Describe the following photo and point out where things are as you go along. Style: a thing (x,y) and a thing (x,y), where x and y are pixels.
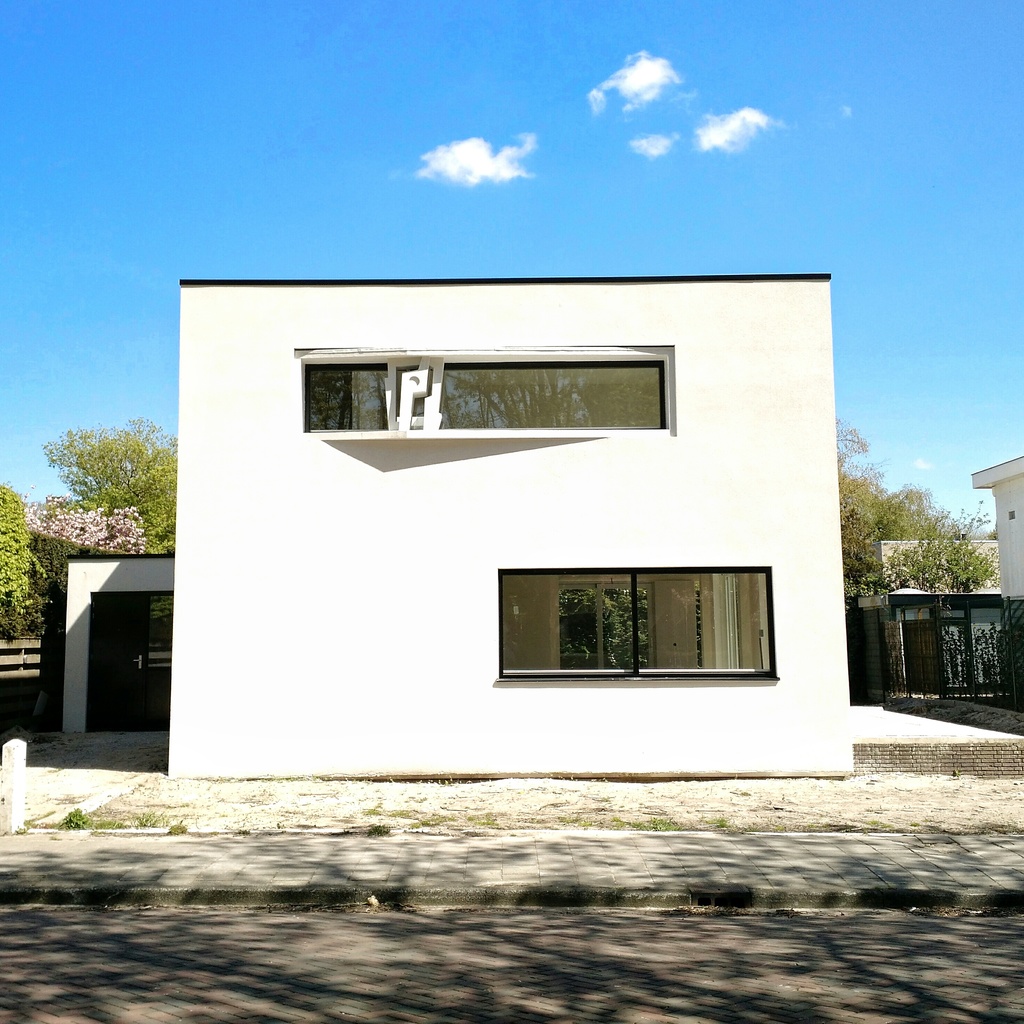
In this picture we can see few buildings (804,641), trees (155,479), flowers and clouds (613,91).
